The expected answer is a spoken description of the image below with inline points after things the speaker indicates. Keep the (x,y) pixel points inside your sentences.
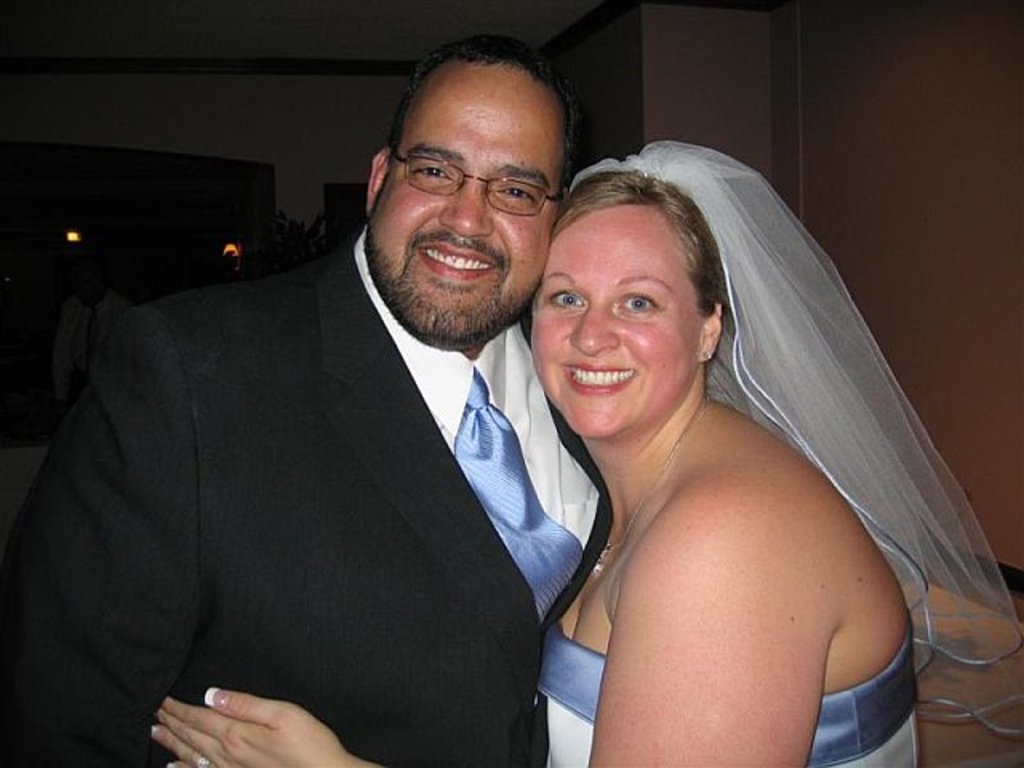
In the center of the image (398,301), we can see a bride (705,279) and a groom (391,249) are standing and smiling and one of them is wearing glasses (441,182). In the background (246,107), we can see lights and there is a wall (235,95) and we can see a person (122,296).
